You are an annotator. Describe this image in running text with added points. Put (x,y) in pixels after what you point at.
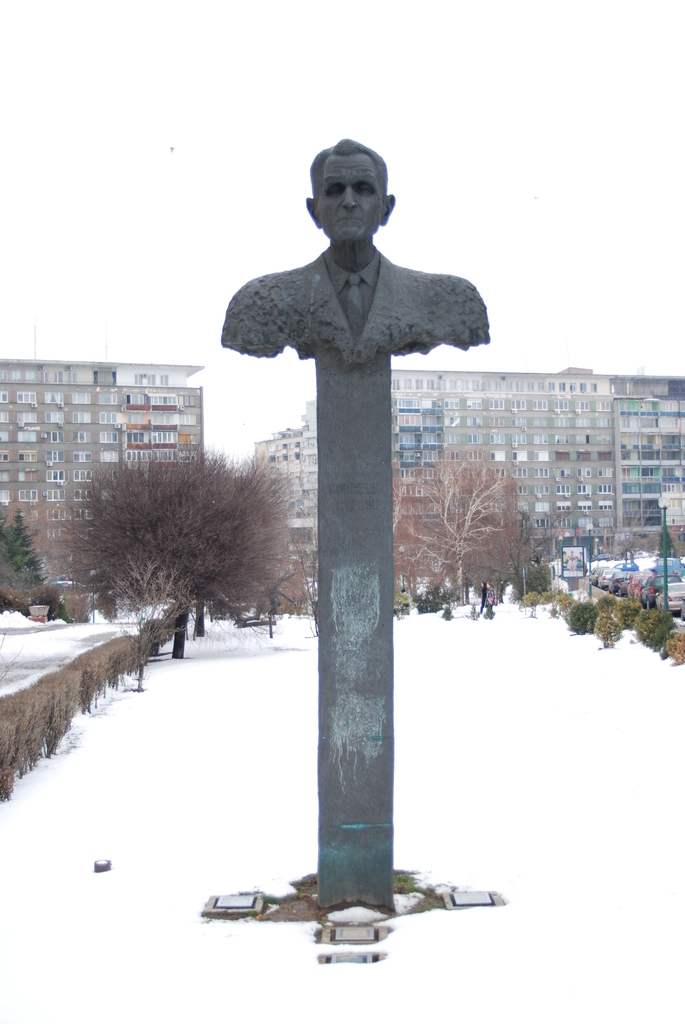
In this picture we can see a statue (372,362) in the front (372,473), at the bottom (564,825) there is snow (539,809), in the background (427,386) we can see buildings (424,426), trees (268,500), shrubs (675,650), on the right side (657,587) there are some vehicles (628,572), we can see the sky (427,67) at the top of the picture (442,66).
